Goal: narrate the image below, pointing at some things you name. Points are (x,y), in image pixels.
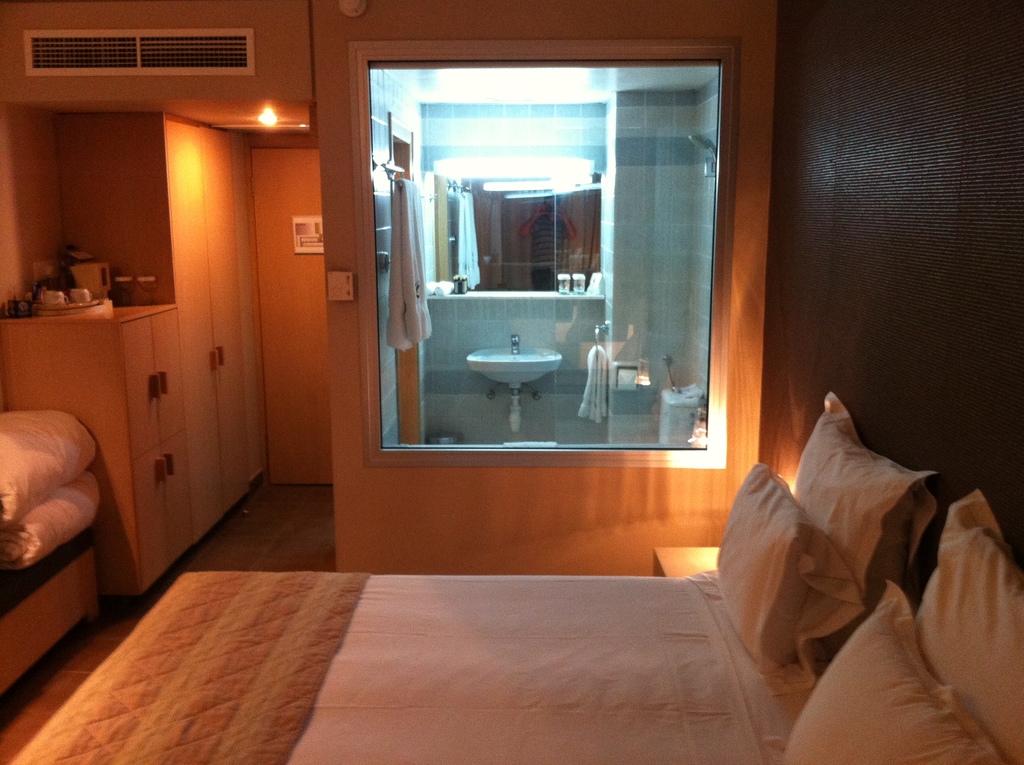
In this picture we can see the inside view of a building (408,379). In the building (427,382) there is a bed (712,729), pillows (805,762), bed sheets (390,639), vents (66,54) and cupboards (126,553). There are some objects (94,288) on the cupboard (141,331). Behind the bed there is a transparent material (469,298). Behind the transparent material (505,328) there is a sink (513,351), flush tank (679,427), clothes (593,375), mirror (522,225) and some objects (438,282). On the mirror (504,217) we can see the reflection (549,224) of a light (496,184) and a person (537,252).
